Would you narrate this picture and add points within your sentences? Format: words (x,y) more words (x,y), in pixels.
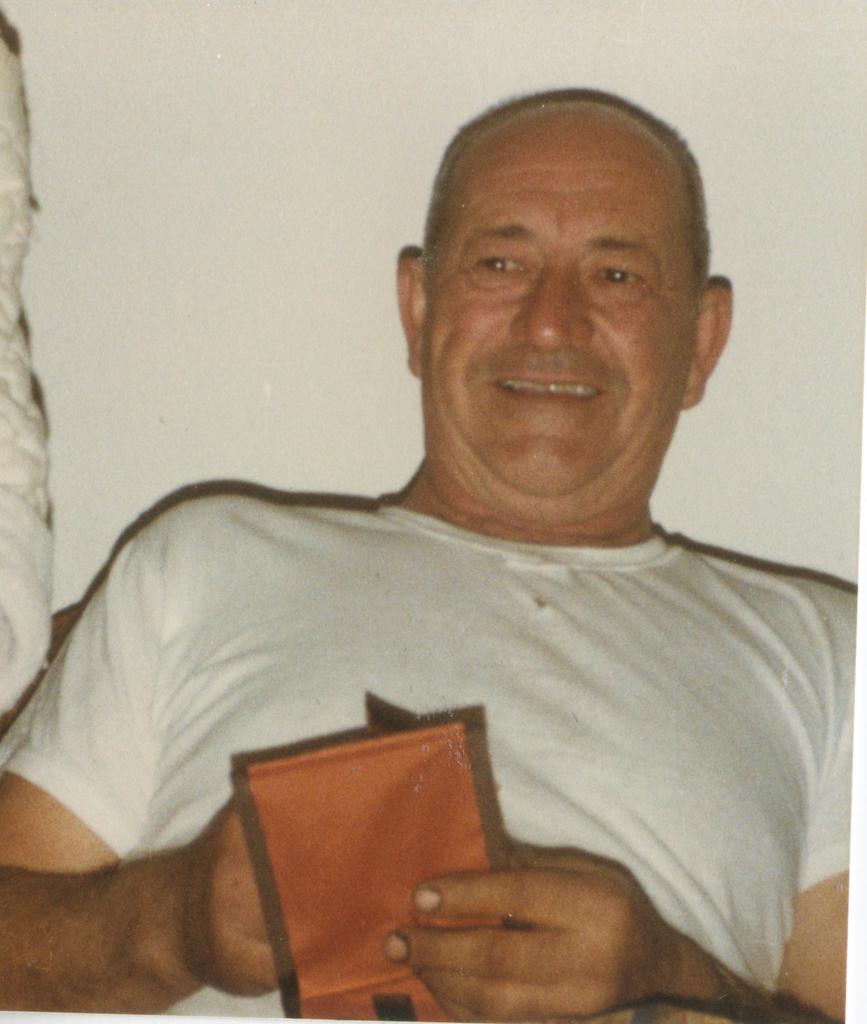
In this picture there is a man (589,492) holding a wallet (407,799), behind him we can see wall (224,201).
